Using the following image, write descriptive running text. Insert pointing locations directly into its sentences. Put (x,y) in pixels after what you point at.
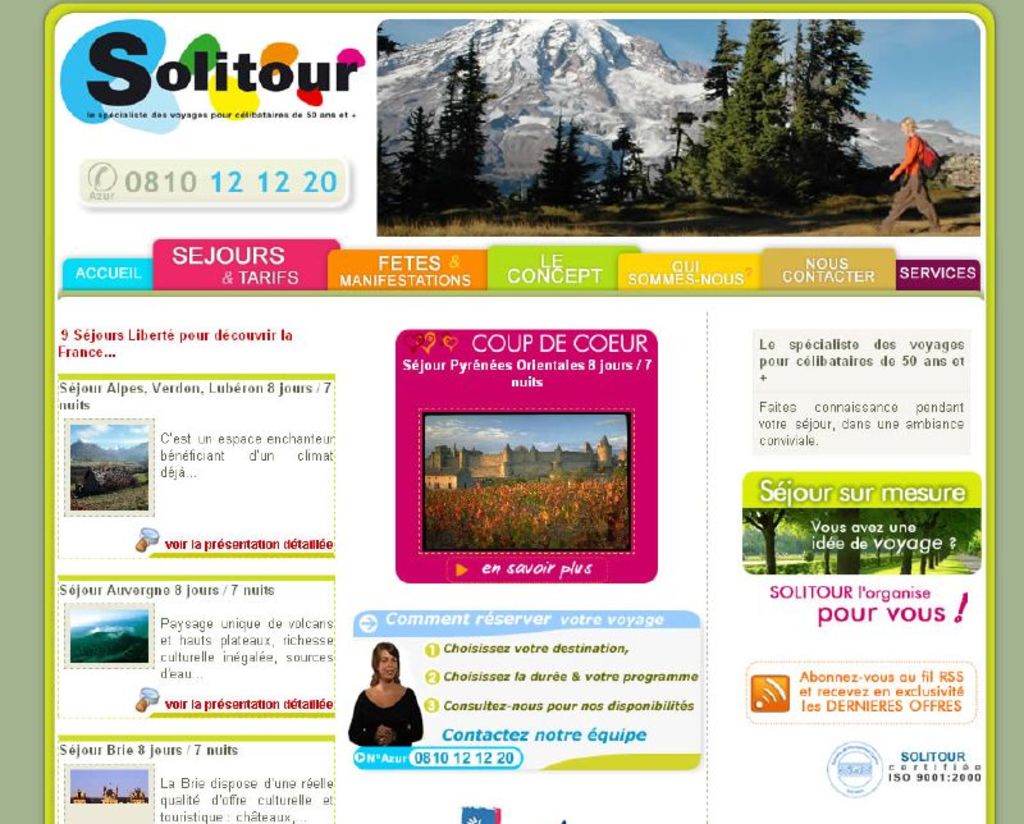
It is a digital poster, in this there are mountains (607,155), trees (773,185).
